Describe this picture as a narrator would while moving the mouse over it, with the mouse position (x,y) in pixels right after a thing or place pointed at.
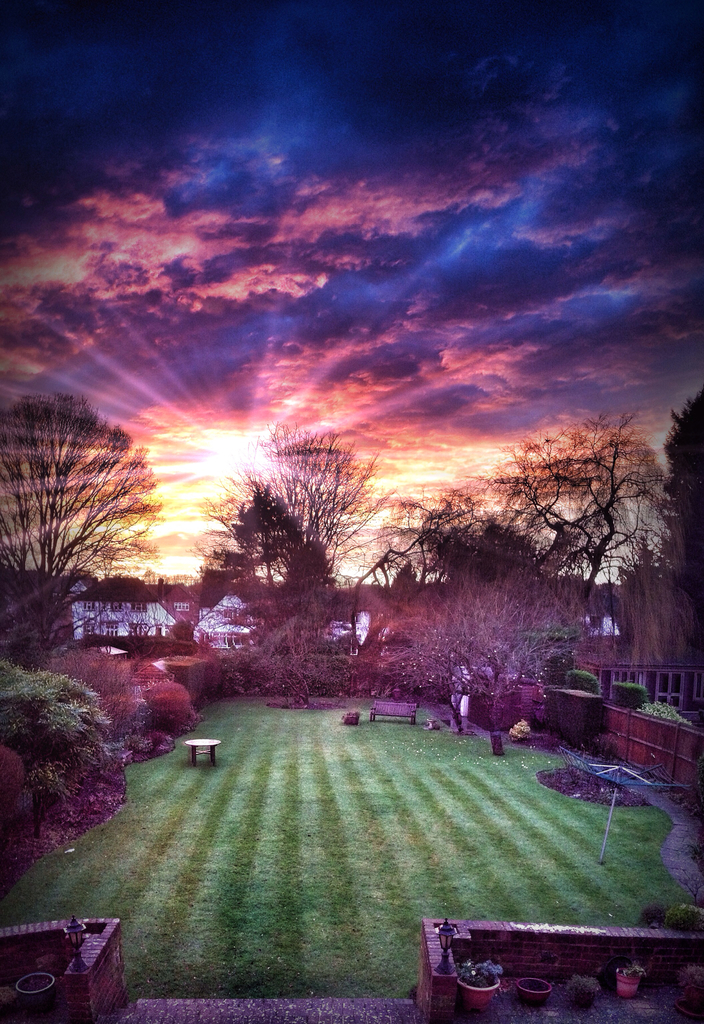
In this picture I can see trees (64,464), plants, grass (314,795), plant pots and other objects (513,948) on the ground (374,1015). In the background (380,336) I can see the sky (380,336) and the sun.
